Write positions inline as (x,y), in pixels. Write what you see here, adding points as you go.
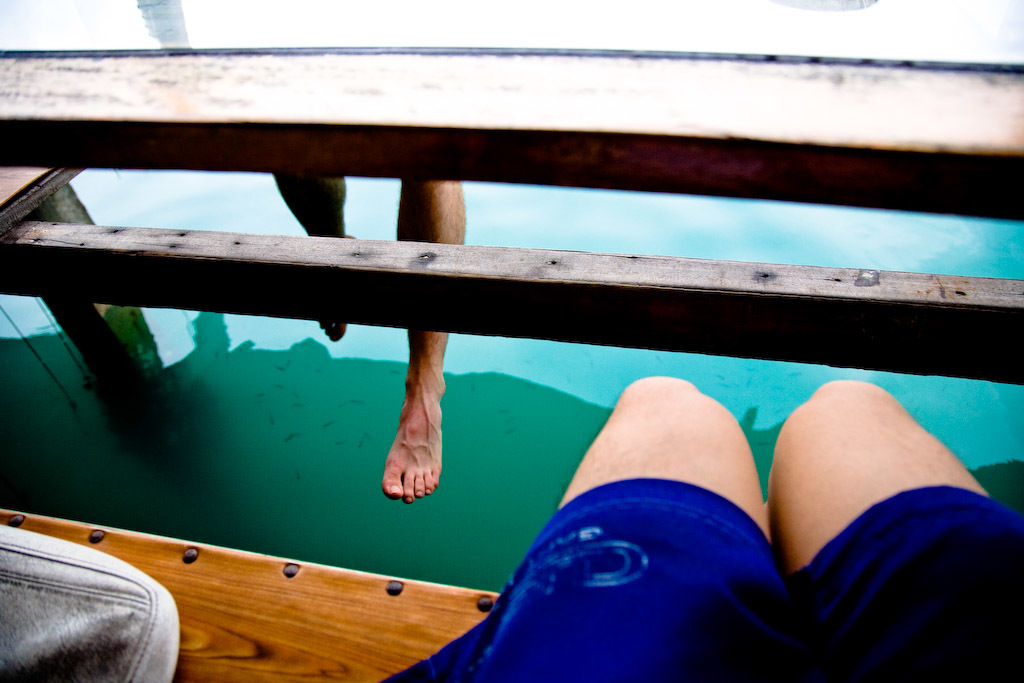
In the picture I can see persons legs (422,350) and wooden surface (221,242).
